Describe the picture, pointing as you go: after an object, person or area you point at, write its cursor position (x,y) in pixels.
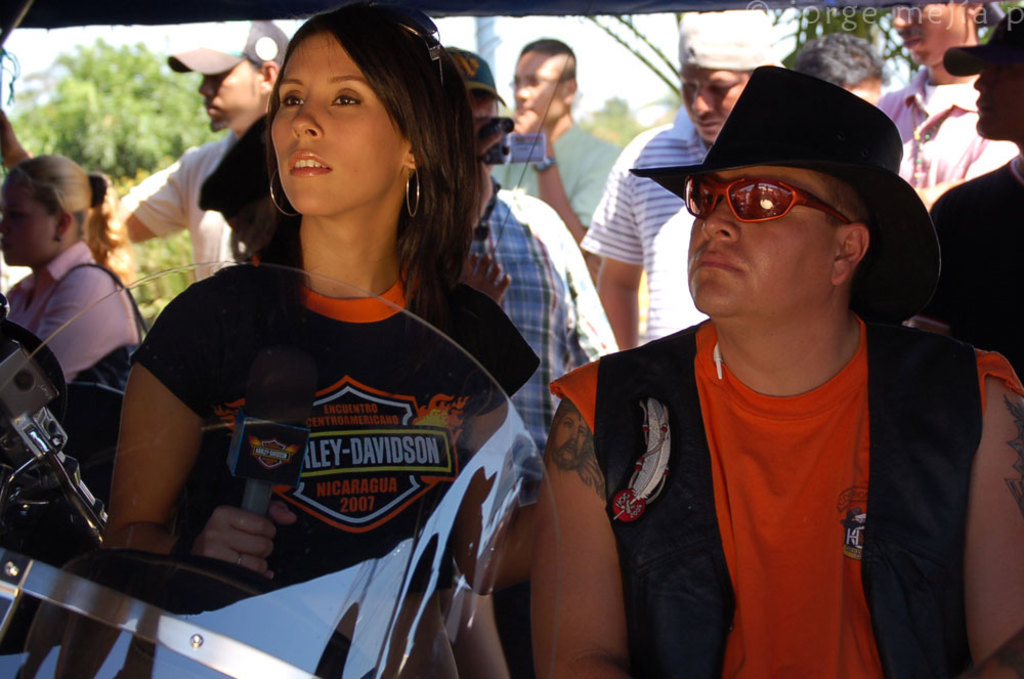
In this image I can see number of people (487,326) and I can see most of them are wearing caps (681,41). Here I can see she is holding a mic (234,431) and on her dress (423,461) I can see something is written. Here I can see he is wearing shades (744,216) and in background (111,77) I can see few trees (622,126). I can also see this image is little bit blurry from background (966,173).
